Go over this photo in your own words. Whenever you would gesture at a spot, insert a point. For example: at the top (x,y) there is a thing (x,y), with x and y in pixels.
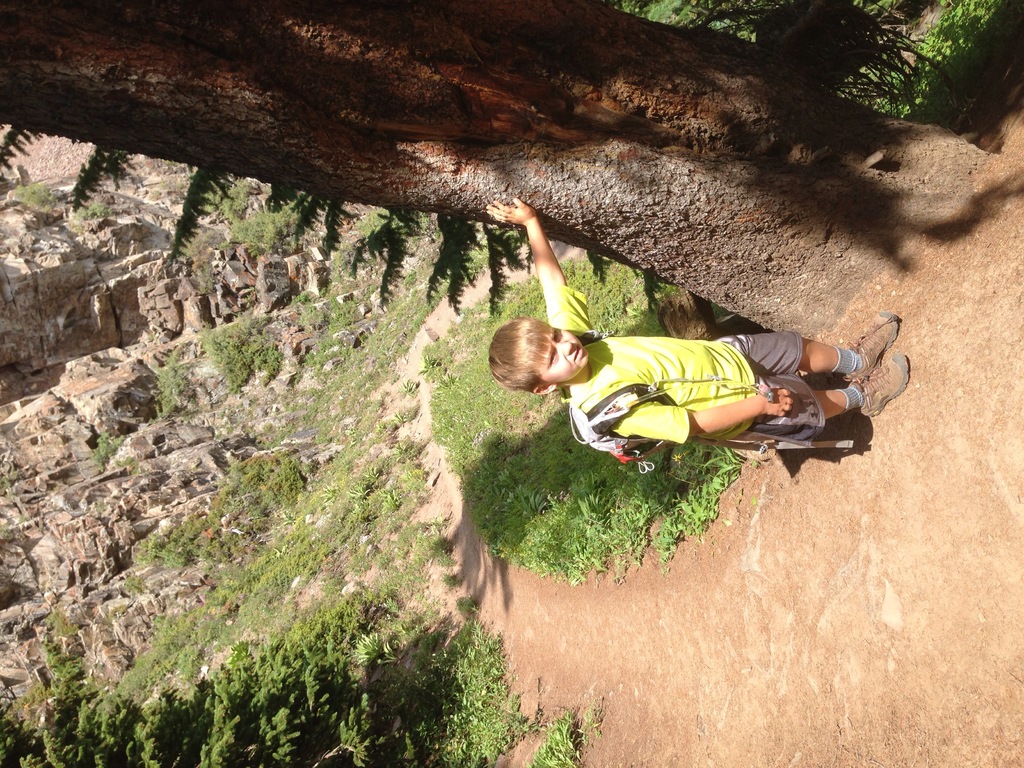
In this image there is a boy (714,422) wearing a bag (571,411) and standing, there is a tree (423,95) trunk, there is grass (548,489), there are plants (269,721), there are rocks (85,276).
